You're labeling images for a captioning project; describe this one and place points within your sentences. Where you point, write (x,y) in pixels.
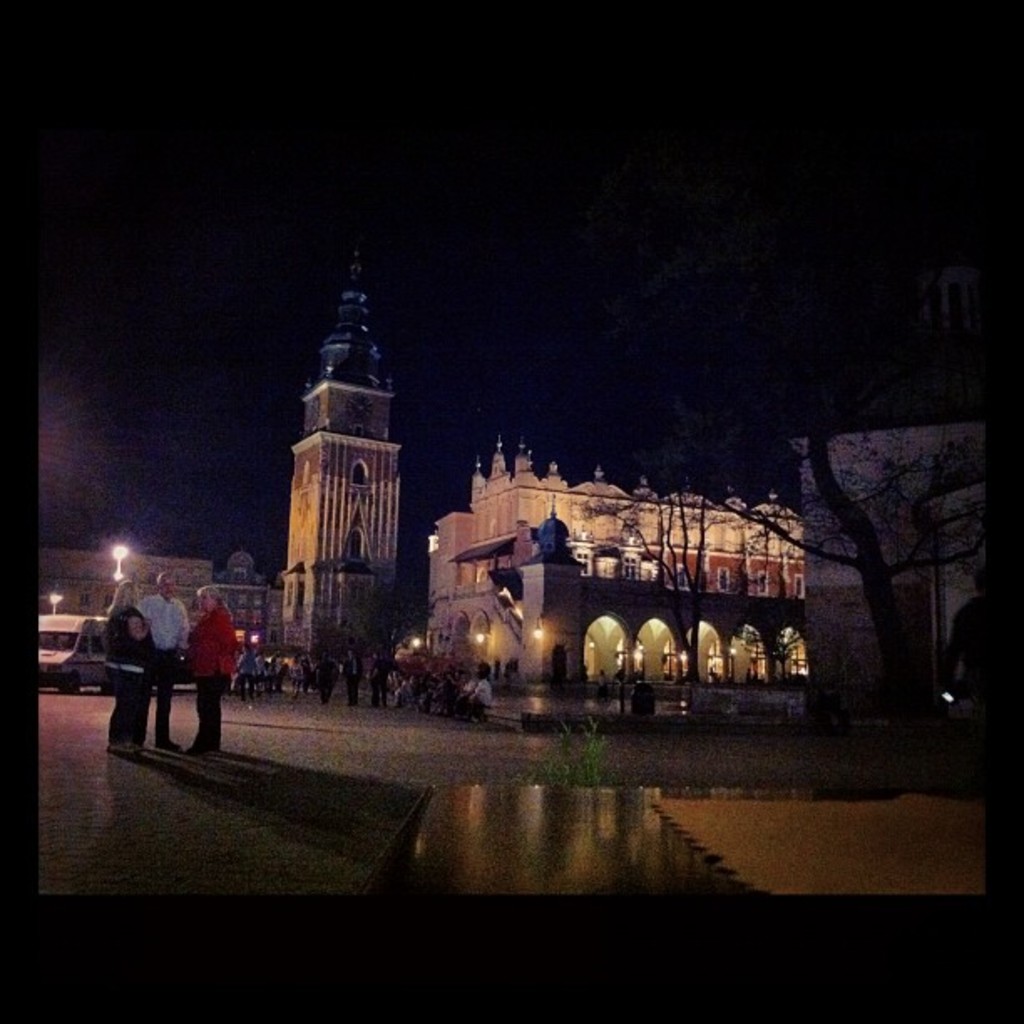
In this image I can see some people (199,666). On the right side (836,420), I can see a tree (872,385). In the background (552,591), I can see the buildings (380,532).
